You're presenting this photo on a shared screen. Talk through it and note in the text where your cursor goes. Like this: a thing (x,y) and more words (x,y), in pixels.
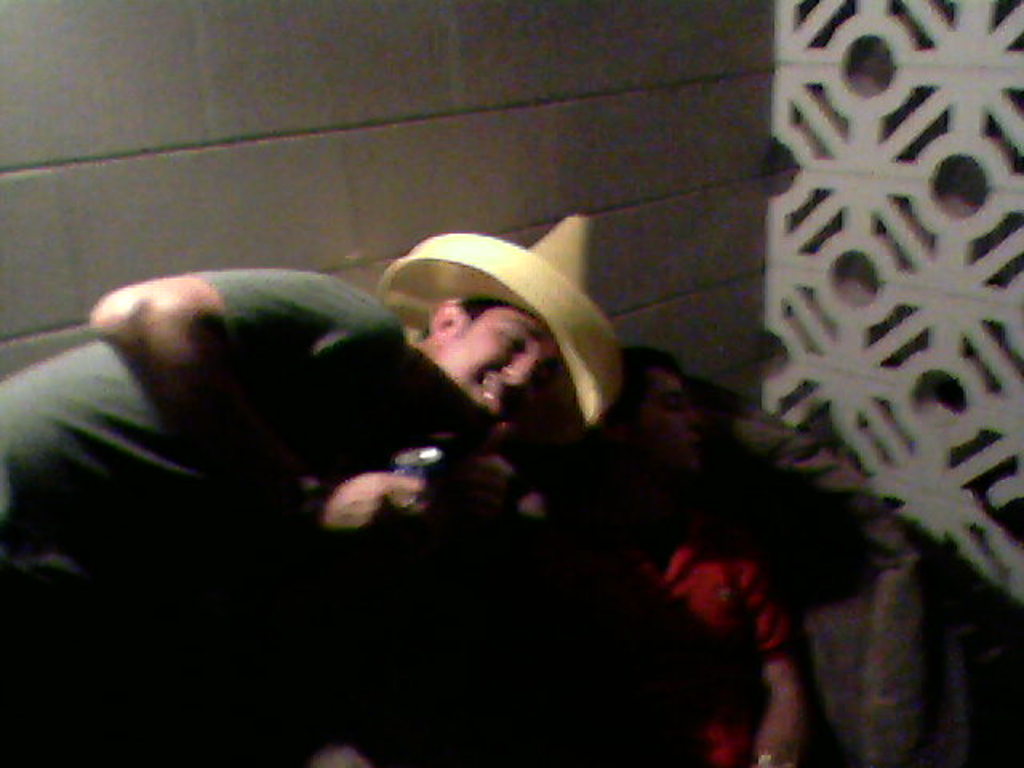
In this image there is a man (700,590) who is sleeping on the bed (734,524). Beside him there is another man (406,499) who is lying on him by holding the soft drink tin (430,466) and wearing the hat (555,299). In the background (447,139) there is a wall (356,111).
